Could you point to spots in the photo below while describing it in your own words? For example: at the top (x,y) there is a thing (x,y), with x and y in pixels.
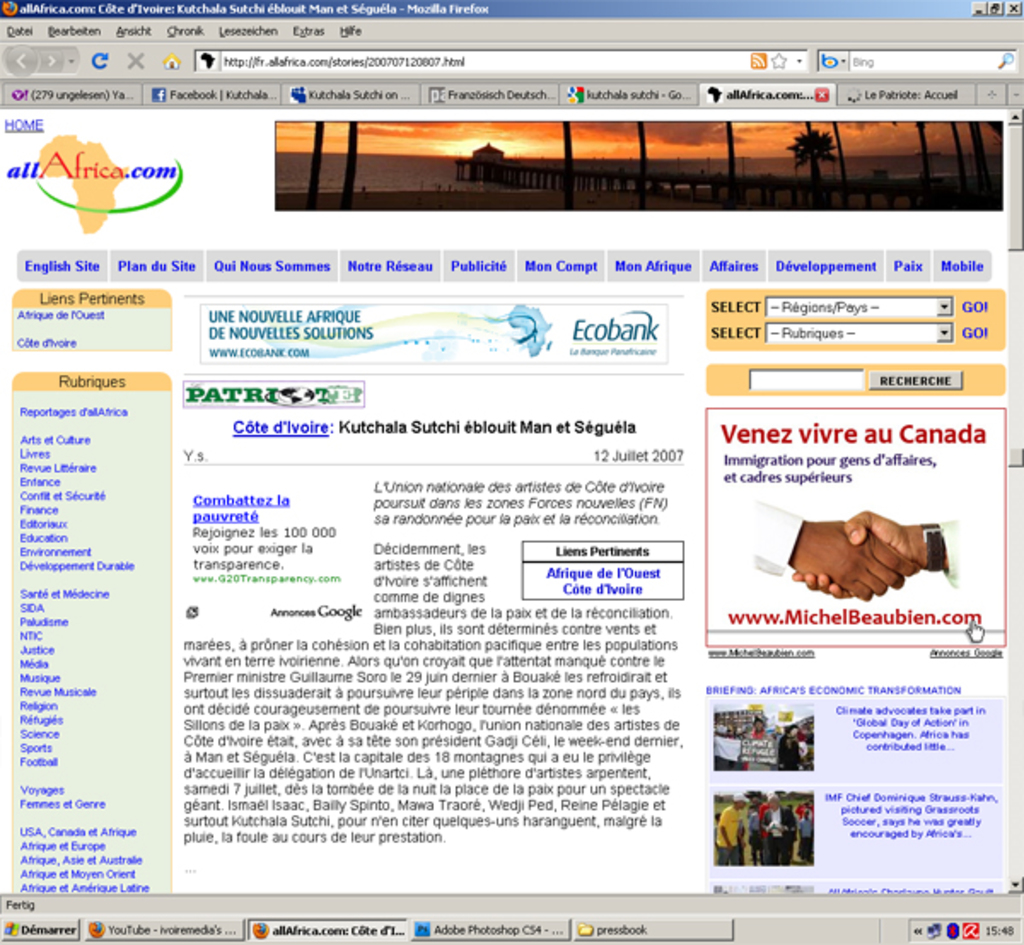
In the center of the image (478,492) we can see one web page (432,675). On the web page (755,751), we can see the sky (411,151), clouds (564,141), trees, few people (793,750) and a few other objects (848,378). And we can see some text (835,624) on the web page (549,534).
